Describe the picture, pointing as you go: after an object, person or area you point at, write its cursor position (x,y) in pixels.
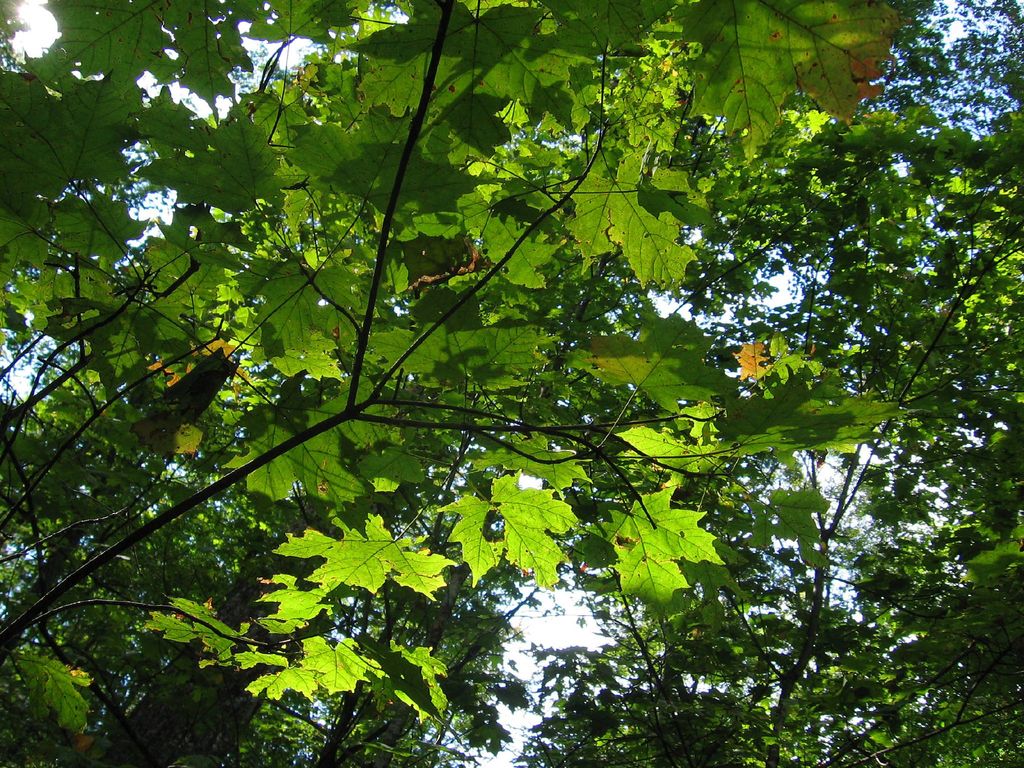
The picture consists of trees (173,534), where we can see the leaves (975,695), stems (433,404) and branches (716,280). At the top (30,24) it is sky (775,298).
